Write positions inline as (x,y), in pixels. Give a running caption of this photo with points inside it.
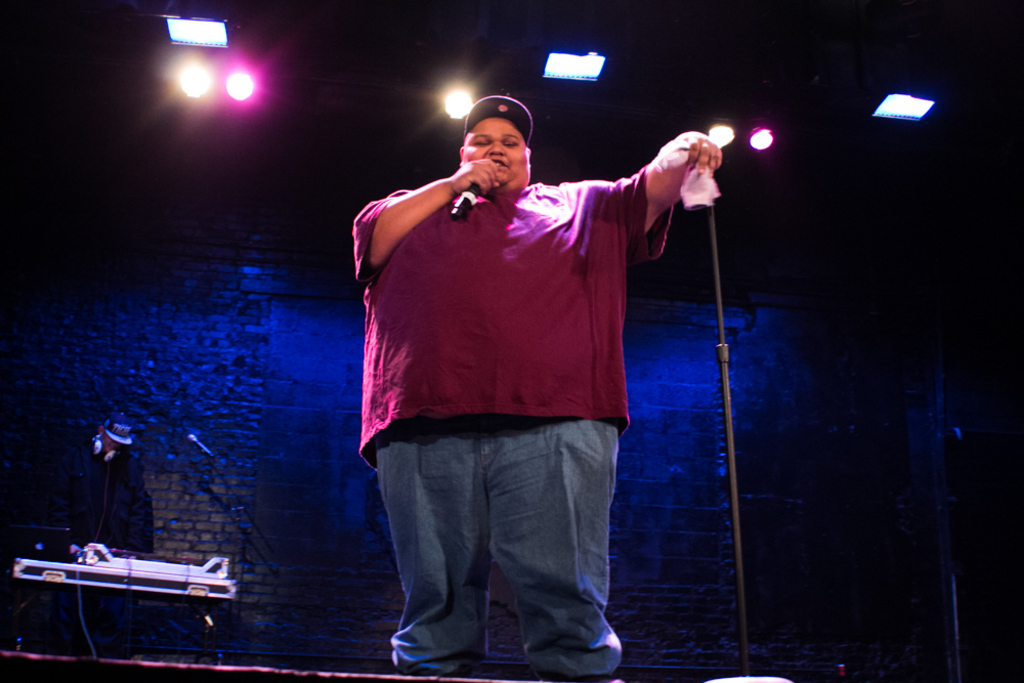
In this picture I can see there is a man (526,387) standing and holding a microphone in the right hand (468,169) and a white color object (699,185) in his left hand (691,155) and in the backdrop (339,626) there is another person (152,536) standing and he is playing music and there is a wall (246,366), there are lights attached to the ceiling (994,10).
